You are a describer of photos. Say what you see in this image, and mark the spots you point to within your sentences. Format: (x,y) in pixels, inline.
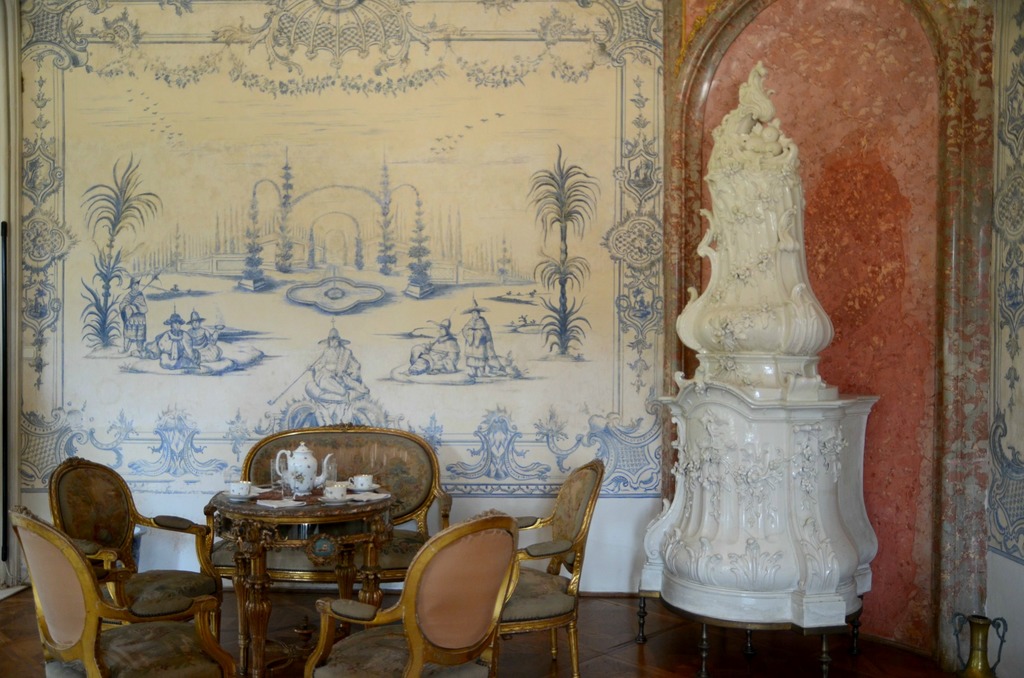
In the foreground of this image (765,475), there is a stone sculpture (765,431). Beside it, there are chairs (434,538), a table (349,535) on which, there are cups (331,499), jar (311,484) and few more objects (282,500). Behind it, there is a wall (342,105).
